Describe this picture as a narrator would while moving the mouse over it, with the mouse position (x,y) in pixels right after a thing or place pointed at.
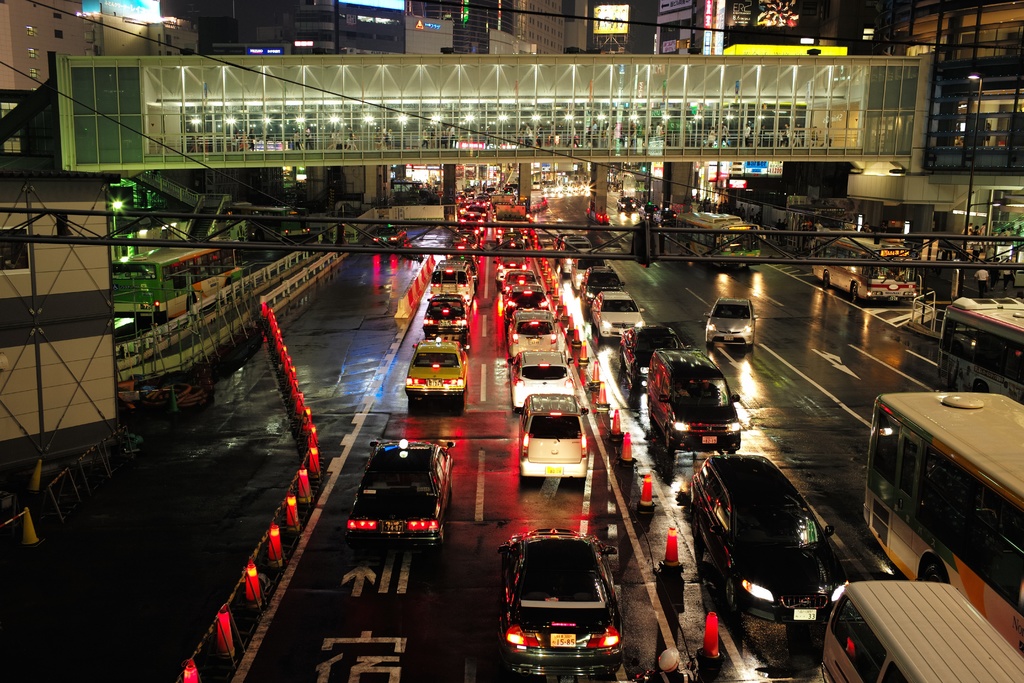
In the foreground (499,427) we can see group of vehicles (571,586) parked on the ground (795,401), group of cones (710,625) placed on the ground (290,323). In the center of the image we can see a metal frame (881,263), a group of persons (244,141) standing on a bridge (530,123), some lights (440,117). In the background (993,142), we can see buildings (778,33) with windows (995,127), light poles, sign boards (618,25) with text (745,20) and the sky (632,20).
